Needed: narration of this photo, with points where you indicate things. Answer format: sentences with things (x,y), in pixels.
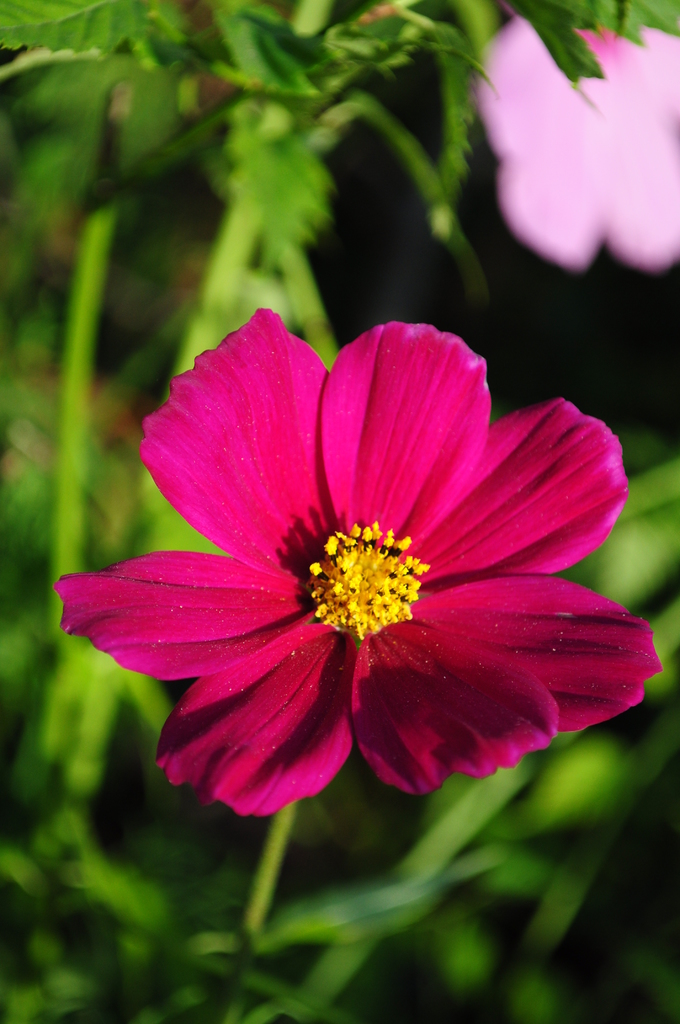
In this image we can see a flower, leaves (267,35), and stems (329,327). At the top right corner of the image (605,164) we can see a pink color object (605,164).
